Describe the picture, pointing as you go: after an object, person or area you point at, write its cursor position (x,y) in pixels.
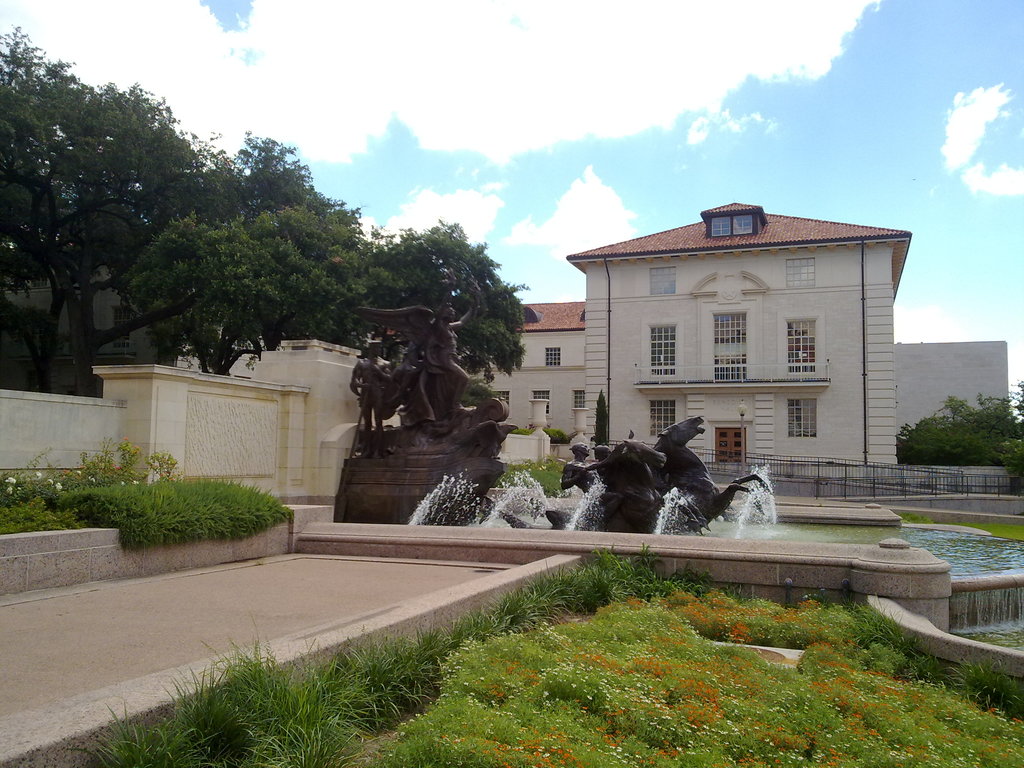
In this image, on the left side (218,411), we can see a wall (134,422), trees (240,245), plant (15,506) with some flowers (50,479) and a grass (196,532). On the right corner (862,712), we can see some plants (736,756), flowers (912,748) and a grass (829,704). On the right side (1015,393), we can also see some trees (910,442), water (955,544). In the middle of the image (503,411), we can see some statues (608,451). In the background (649,320), we can see a building (711,350), window (669,353). At the top (641,34), we can see a sky (951,95) which is a bit cloudy, at the bottom (340,596), we can see a land (336,614).
